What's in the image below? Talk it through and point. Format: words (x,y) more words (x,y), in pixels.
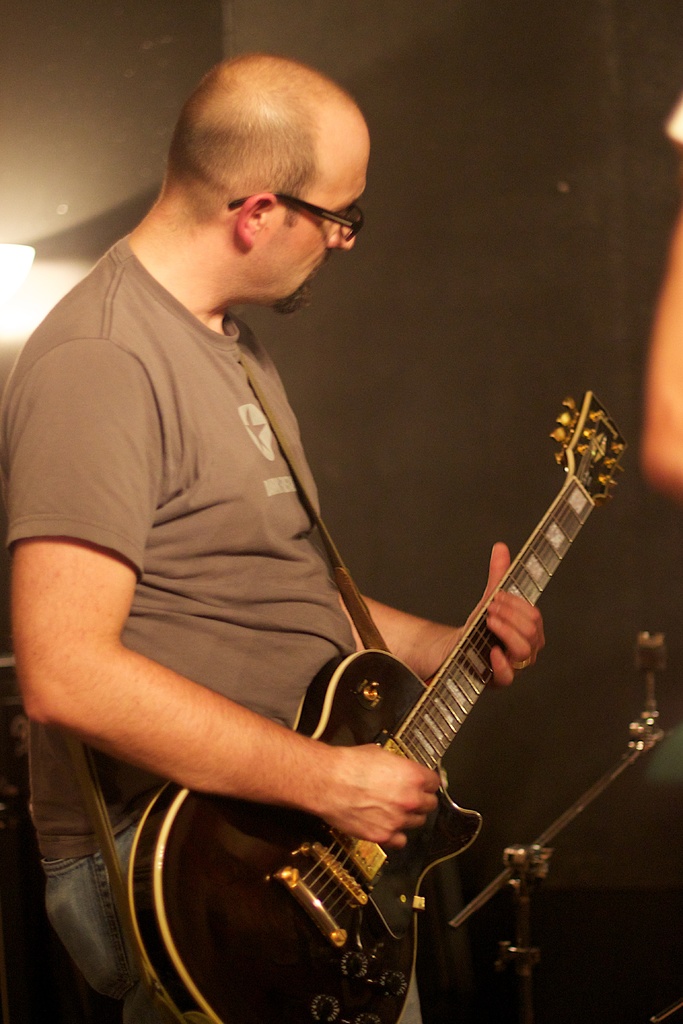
The man (111,582) is standing wore spectacles (333,212) and playing a guitar (522,552).
